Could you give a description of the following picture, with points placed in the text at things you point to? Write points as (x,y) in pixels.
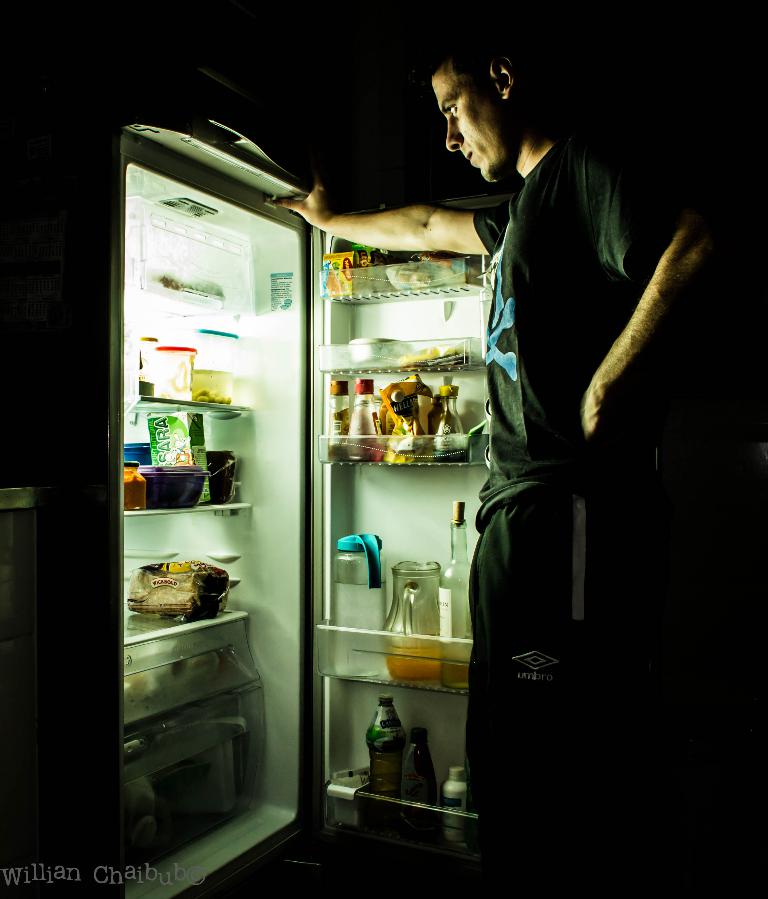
This is an image clicked in the dark. On the left side (163,551), I can see a refrigerator (290,401) and its door (429,376) is opened. Inside the refrigerator (183,517) I can see bowls (158,481), packets (187,438) and some more objects (172,397). To the door (319,426) there are some bottles (371,419), packets (373,257) and some objects (402,680) are placed. In front of this refrigerator (273,507) I can see a man (500,475) wearing black color t-shirt (538,275), standing by looking at the refrigerator (198,261).
